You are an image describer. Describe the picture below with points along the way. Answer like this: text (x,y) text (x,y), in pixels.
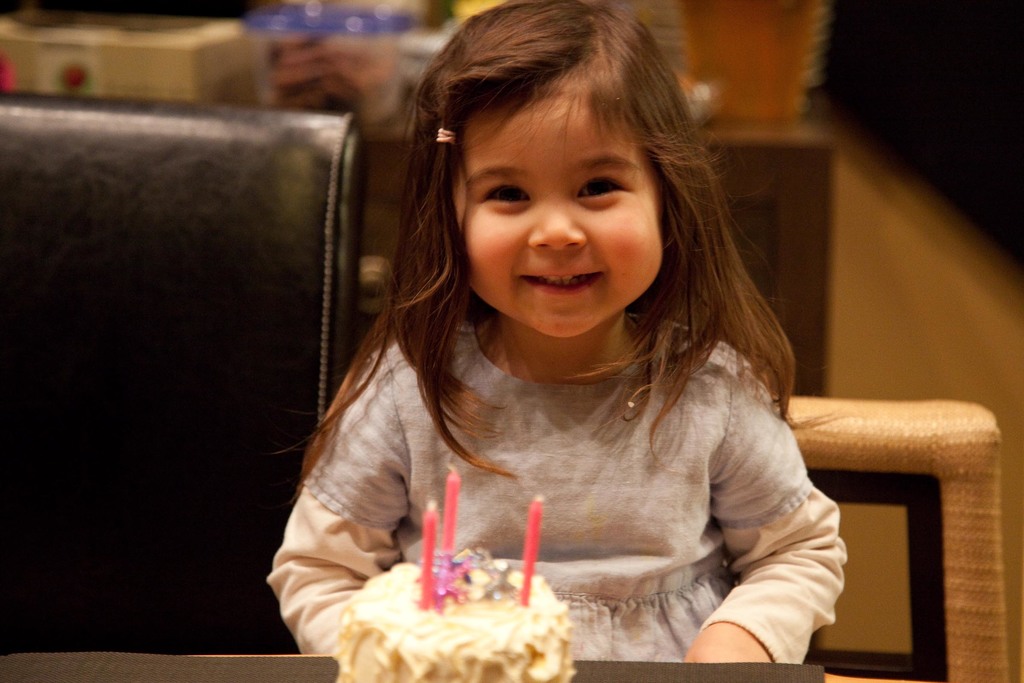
Here we can see a girl (577,523) sitting on the chair (890,653) at the table (251,681). On the table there is a cake (432,655) with candles (452,528) on it. In the background (382,123) there are chairs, floor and some other items (736,0).
